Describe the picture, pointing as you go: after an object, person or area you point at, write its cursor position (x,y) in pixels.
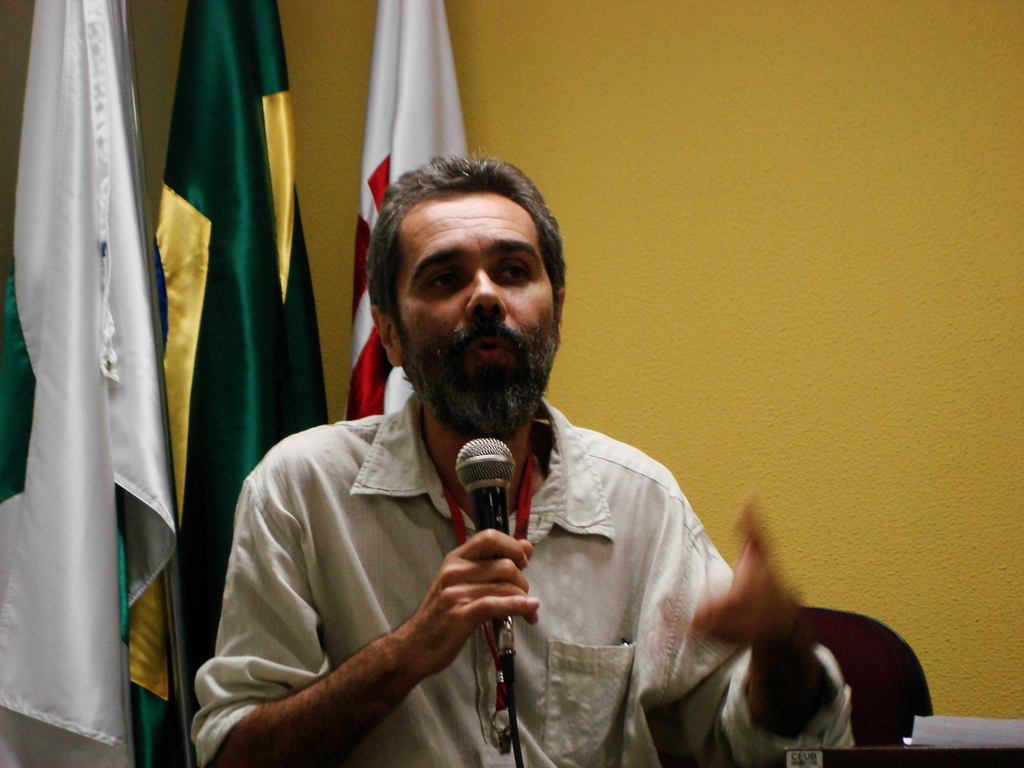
In this picture we can see a man (470,429) who is holding a mike (503,464) with his hand (442,592). He is talking on the mike (497,476). On the background (806,238) there is a wall (796,219). And these are the flags (66,288).
